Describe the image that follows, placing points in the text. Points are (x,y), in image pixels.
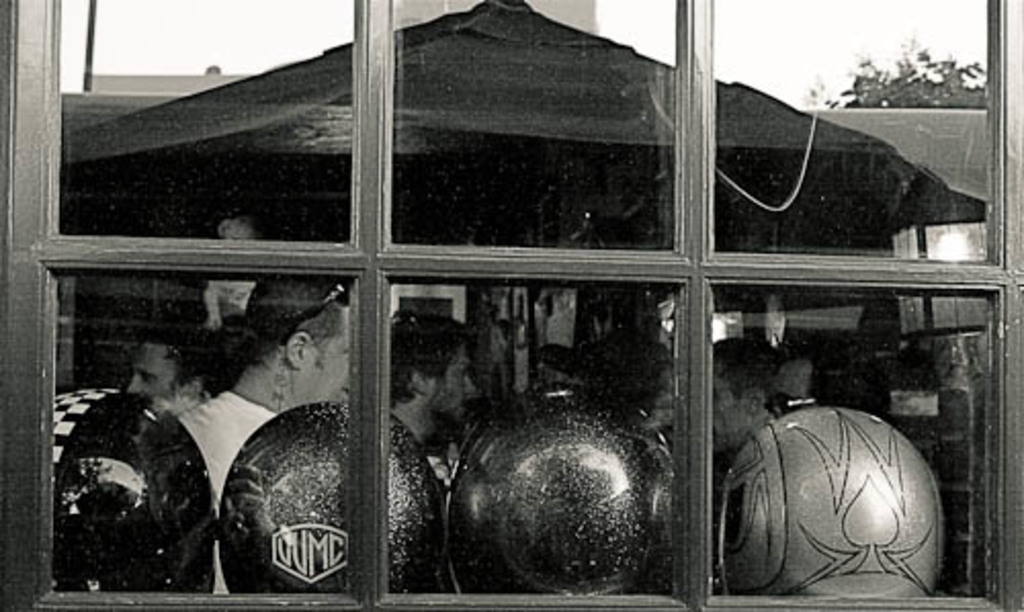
In this picture from the glass (429,374) I can see few people (440,365) standing under a tent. I can see helmets (458,483), buildings (164,79) and tree branches (892,78) at the top right corner (922,90).
